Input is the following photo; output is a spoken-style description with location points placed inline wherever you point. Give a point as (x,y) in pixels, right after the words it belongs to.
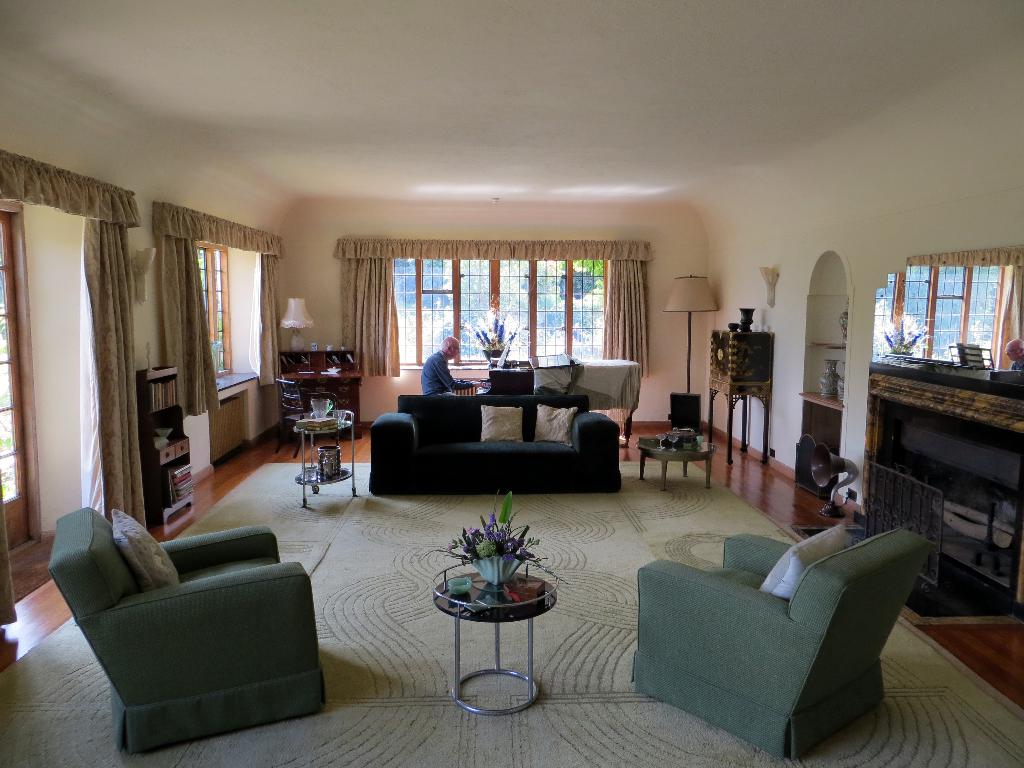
This picture is taken in a room (957,480), There are some sofas (782,658) in green color, In the middle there is a table (494,599) on that there is a object (502,579) kept, In the background (413,448) there is a black color sofa (448,442), There is a person (428,382) sitting and playing a piano (490,382) which is in black color, There is a window (438,307) which is in brown color, There is a white color roof (560,74) in the top (614,78).
